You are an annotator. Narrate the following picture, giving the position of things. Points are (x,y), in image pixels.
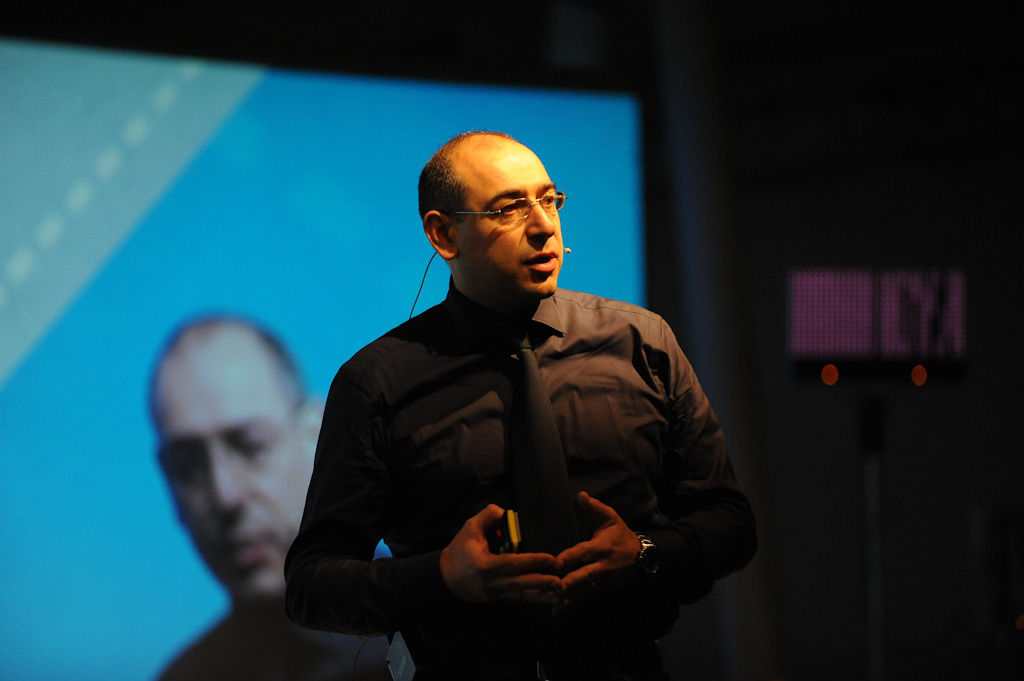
In the center of the image (367,399) we can see a man (636,375) standing and holding a mobile (511,546) in his hand (515,562). In the background (330,327) there is a screen (264,261). On the right (932,314) there is a light (826,284).
